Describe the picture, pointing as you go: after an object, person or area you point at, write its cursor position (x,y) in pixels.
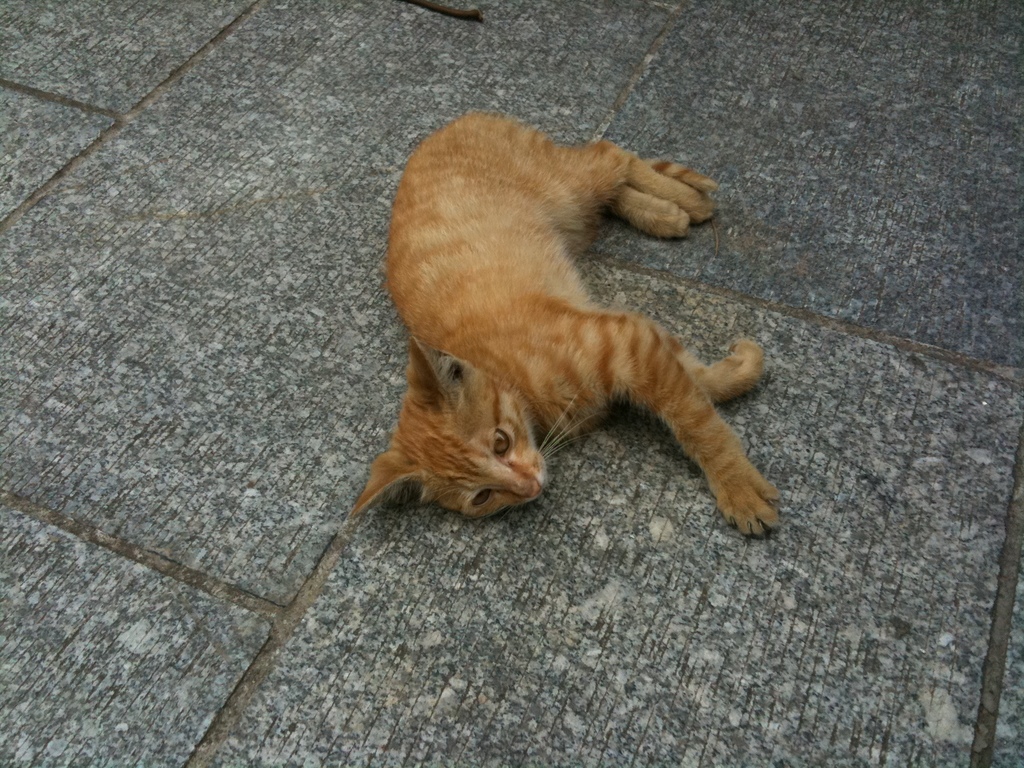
In the picture we can see a cat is laying on the floor (581,558).
